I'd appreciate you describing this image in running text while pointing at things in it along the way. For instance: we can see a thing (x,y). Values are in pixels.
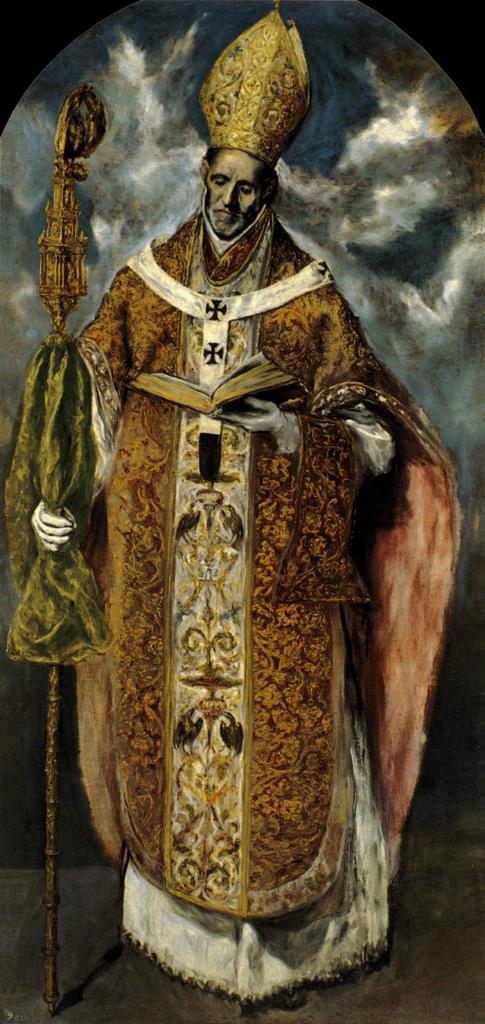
In this image there is a picture painting (216,746) of a person (356,341) standing and holding a stick (52,633) with one hand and a book (193,395) with other hand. He is wearing a crown (231,87).
